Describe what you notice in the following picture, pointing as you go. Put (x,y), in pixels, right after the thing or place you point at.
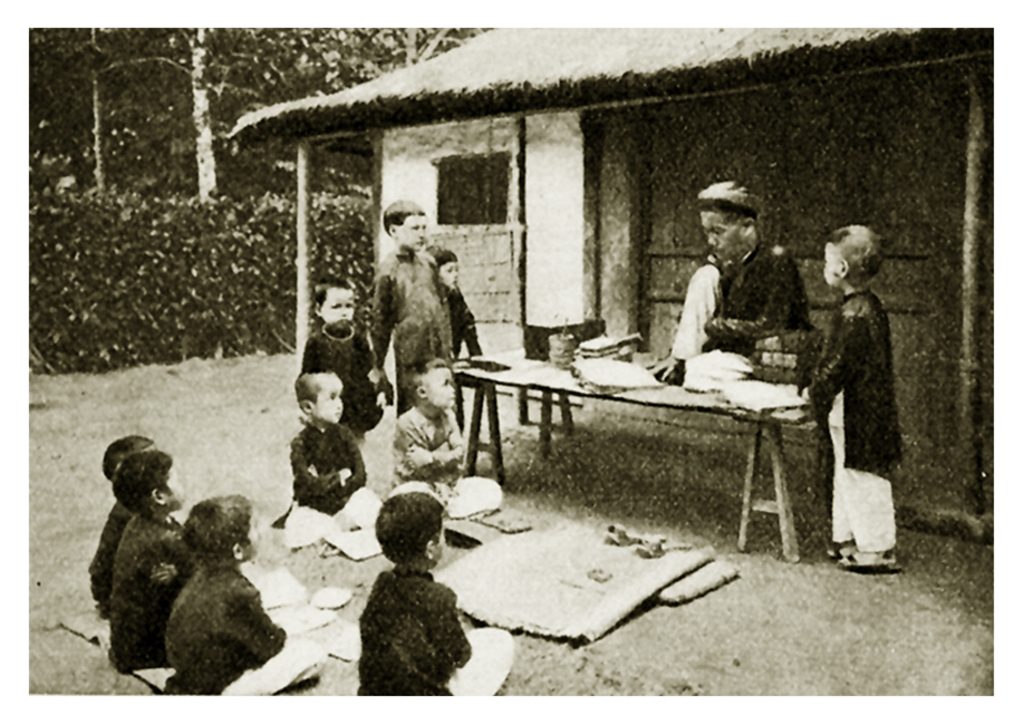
In this image there are few children (431,431) sitting down on the floor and listening to the elder man (705,299) who is sitting on the table (706,392). There are also few children (406,299) standing beside the table (591,370) and looking at the elder man (711,266). There is a hut (845,146) behind him in this picture and also there are few trees (123,96) in the background (98,84).
